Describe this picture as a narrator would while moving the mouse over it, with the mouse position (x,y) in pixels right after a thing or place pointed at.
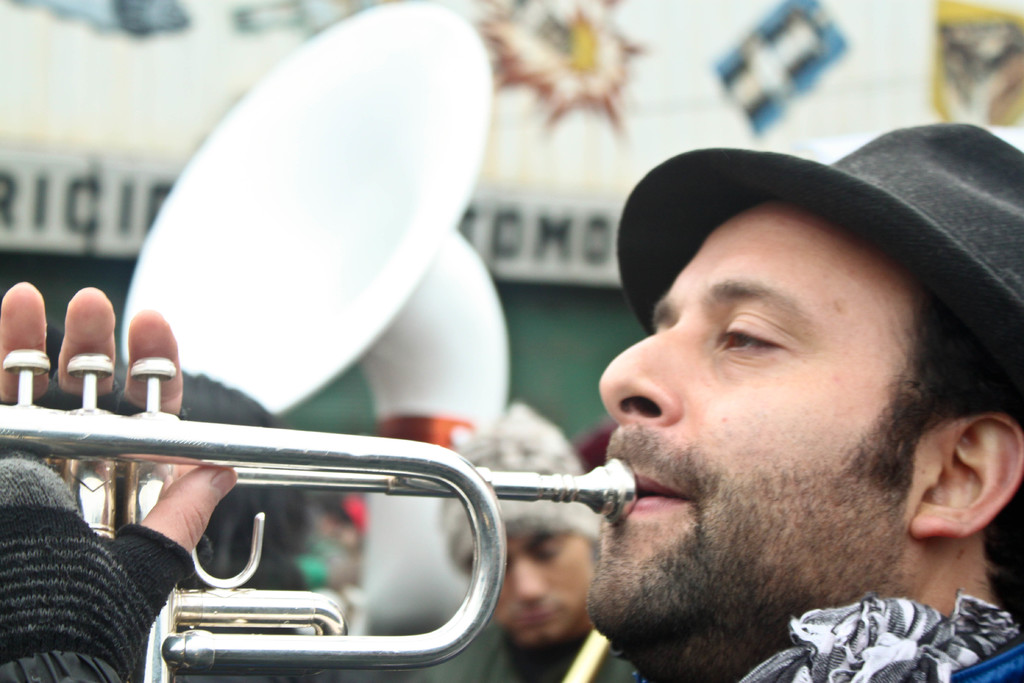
In the picture there is a person (660,329) playing some music instrument (403,481), the background of the person (734,481) is blur.
